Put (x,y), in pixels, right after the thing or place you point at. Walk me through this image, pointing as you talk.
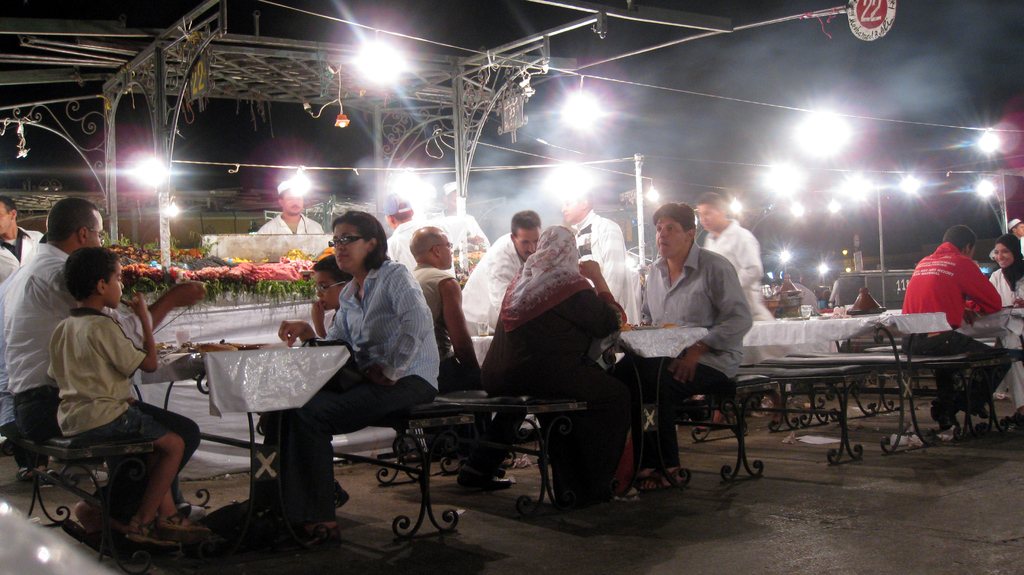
There is a group of people (288,324). They are sitting in a chair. There is a table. There is a tissue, food items (246,279) on a table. In the background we can see lights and flowers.
